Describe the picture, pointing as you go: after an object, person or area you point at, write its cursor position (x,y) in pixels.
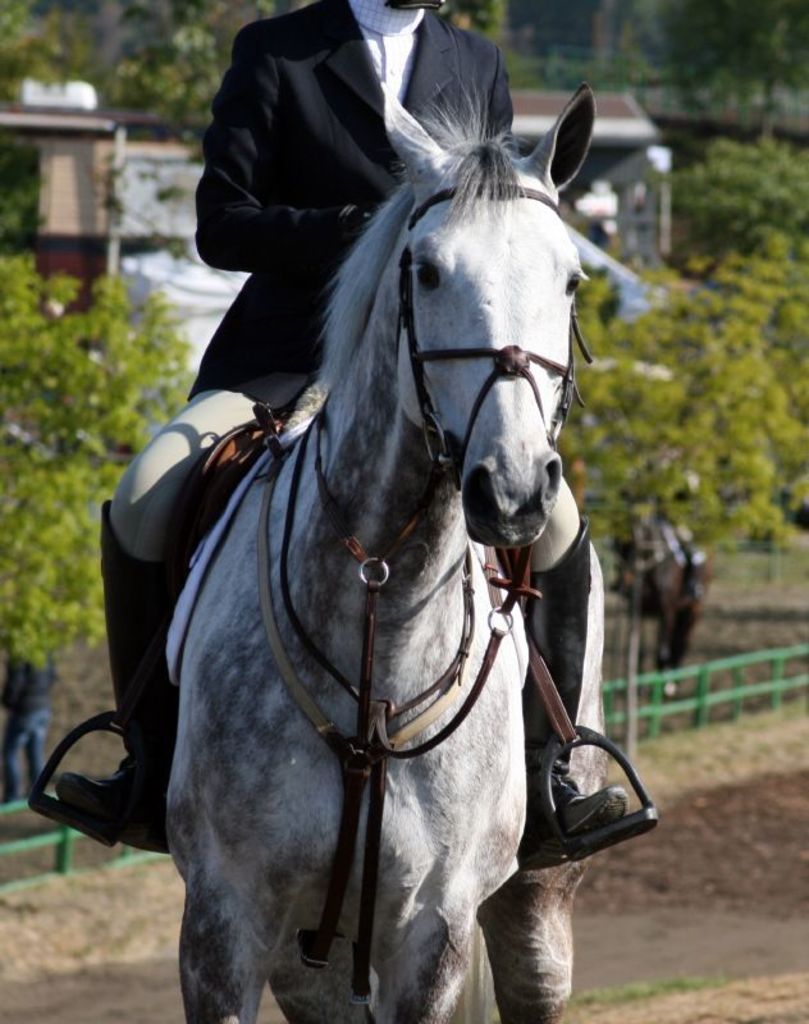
In this picture there is a person (150,764) at the center of the image (271,353), who is riding the horse (213,886), there are some trees (767,197) around the area of the image, it seems to be a road side (756,612).
